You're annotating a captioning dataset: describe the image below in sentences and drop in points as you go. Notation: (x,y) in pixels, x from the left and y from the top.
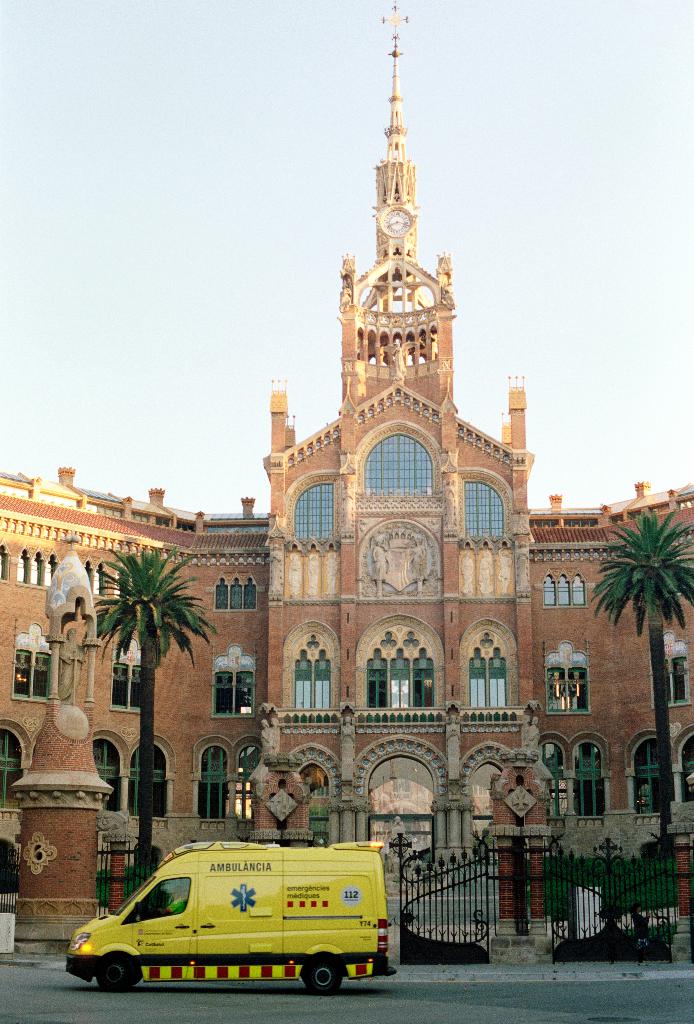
There is a building (414,598) which has two trees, gate (576,928) and a vehicle (348,945) in front of it.
